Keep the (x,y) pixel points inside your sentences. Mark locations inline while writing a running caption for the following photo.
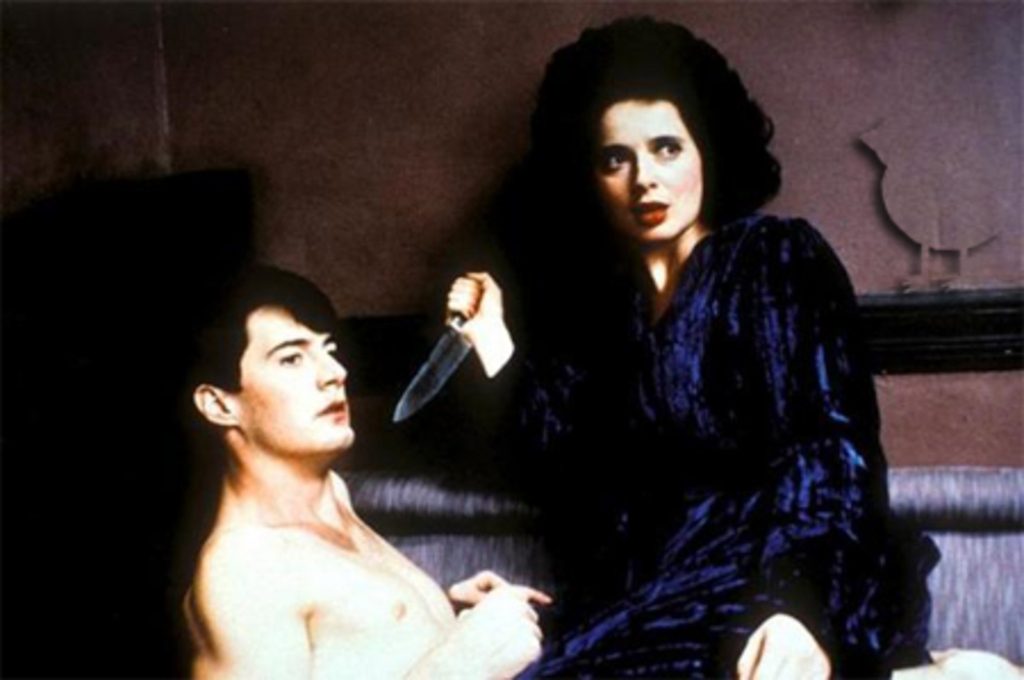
In this picture there is a woman (654,331) who is wearing blue dress (787,471) and holding a knife (411,398). She is sitting behind this person (318,580) and he is lying on the couch (966,645). In the back (420,260) we can see the wall (318,257). On the top right (910,141) there is a shape (958,182).
